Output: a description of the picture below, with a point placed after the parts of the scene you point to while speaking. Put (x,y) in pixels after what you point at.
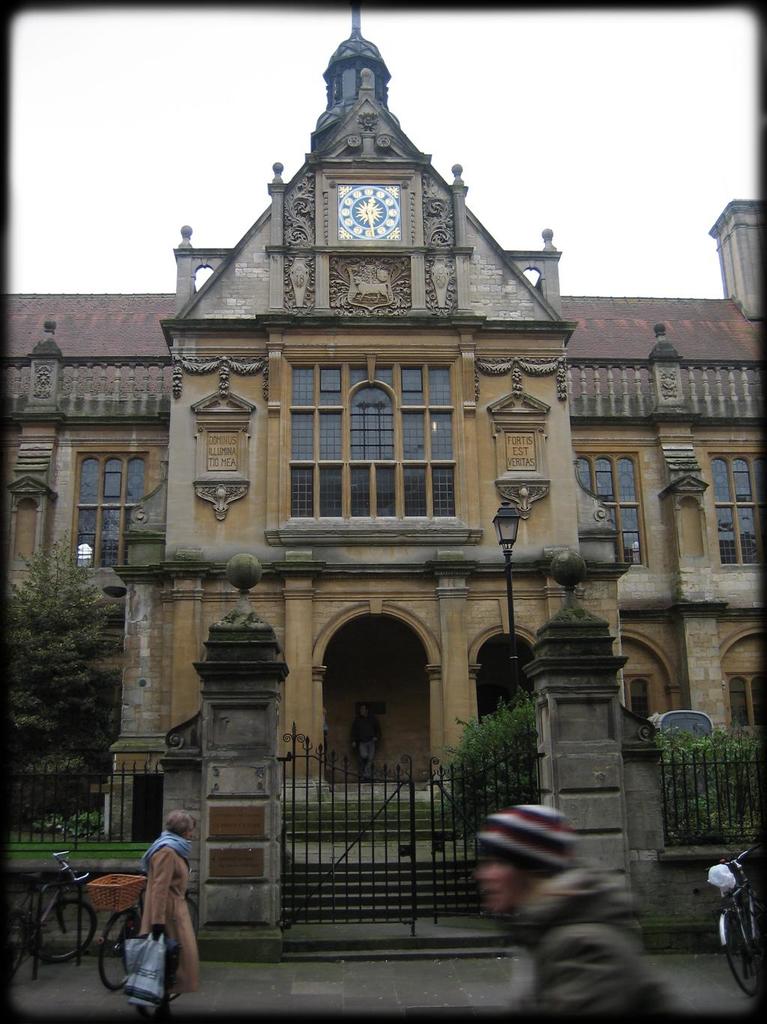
In this image I can see few people (166,890), few bicycles (98,923), an iron gate (349,784), few trees (455,812), a pole (508,545), a light (508,530), a building (498,561), few windows (293,515) and here I can see one person (178,980) is carrying a bag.
